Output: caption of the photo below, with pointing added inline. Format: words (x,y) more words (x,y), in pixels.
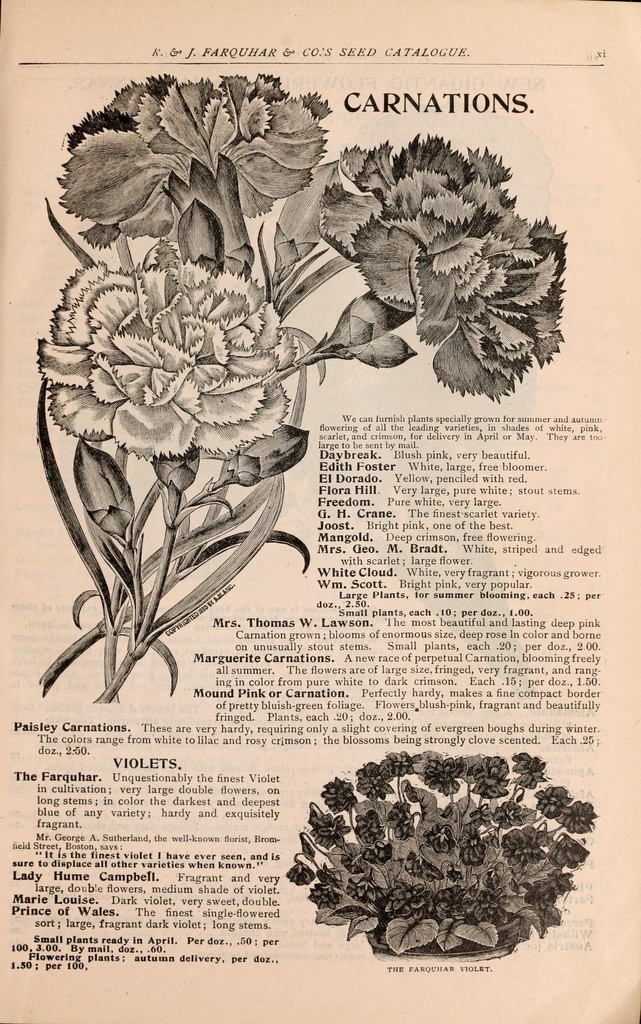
In this picture there is a magazine paper (206,517) with flowers (97,353) and some matter (497,417) written on it.
